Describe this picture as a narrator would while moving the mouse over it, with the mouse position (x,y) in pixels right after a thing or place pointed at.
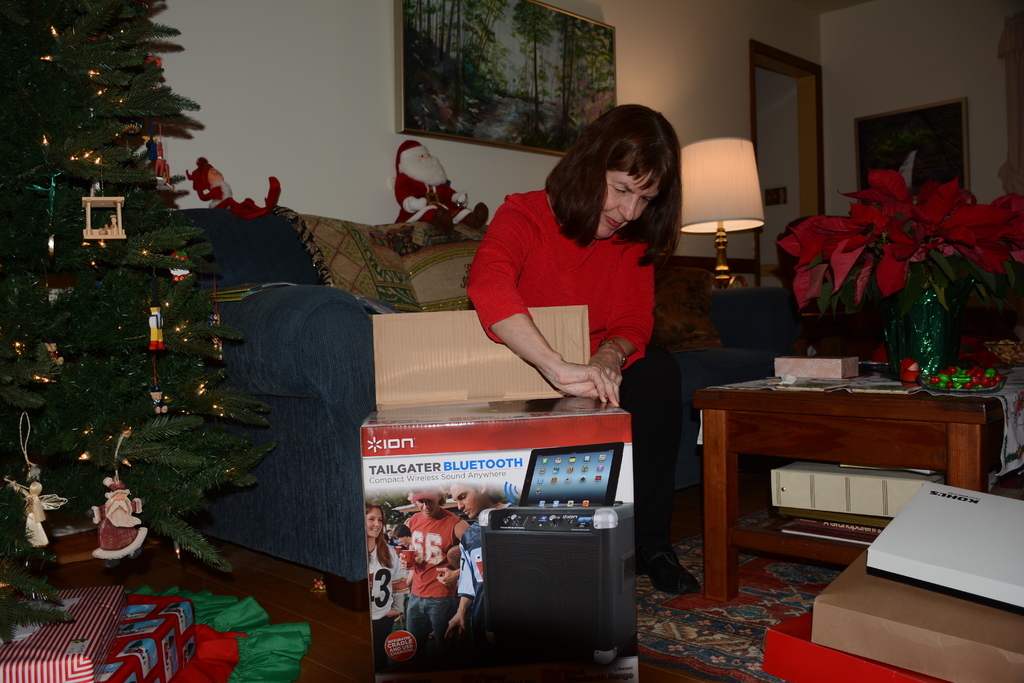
On the background (516,75) we can see frames (585,49) over a wall (180,80). Here we can see a christmas tree (169,280) which is decorated very beautifully. we can see santa claus (425,203) on the sofa (300,331). We can see a woman (605,256) opening a box (522,570) which is on the floor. These are gift boxes (921,622). Here we can see a flower vase (941,310) on the table (819,452). This is a lamp (749,216).
